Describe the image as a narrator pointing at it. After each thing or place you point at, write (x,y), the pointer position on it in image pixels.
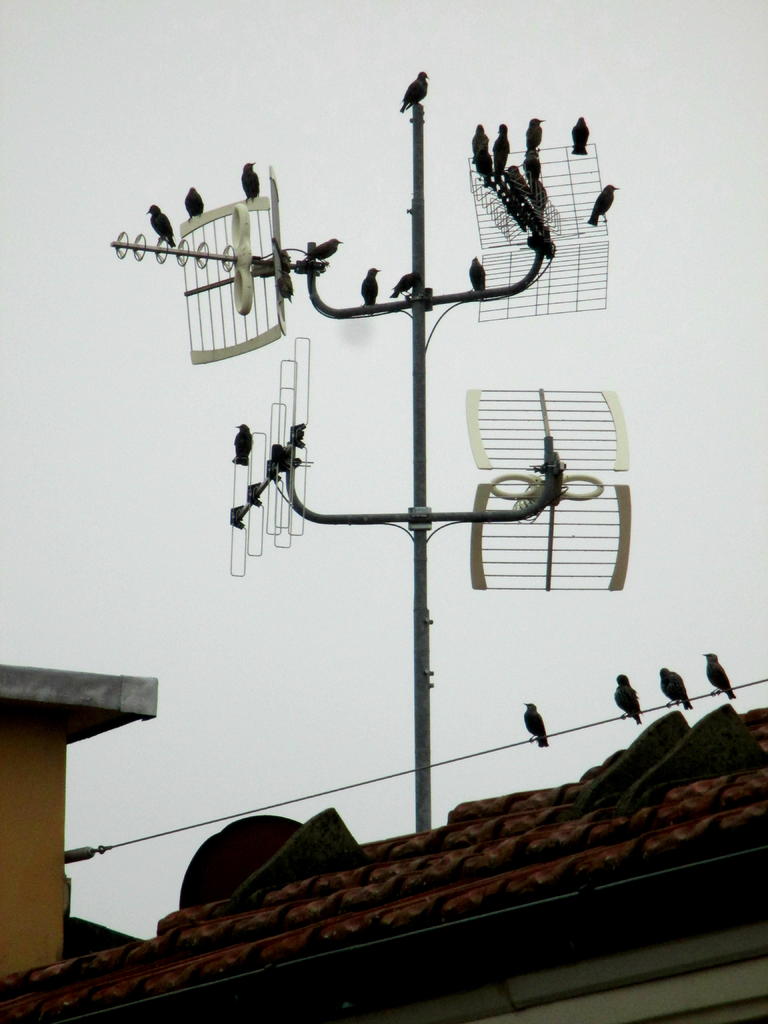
In this picture I can see many birds (481,274) on the pole (416,542) and wire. At the bottom (461,830) I can see roof (560,850) of the building (513,834). At the top (217,74) I can see the sky (78,42).
